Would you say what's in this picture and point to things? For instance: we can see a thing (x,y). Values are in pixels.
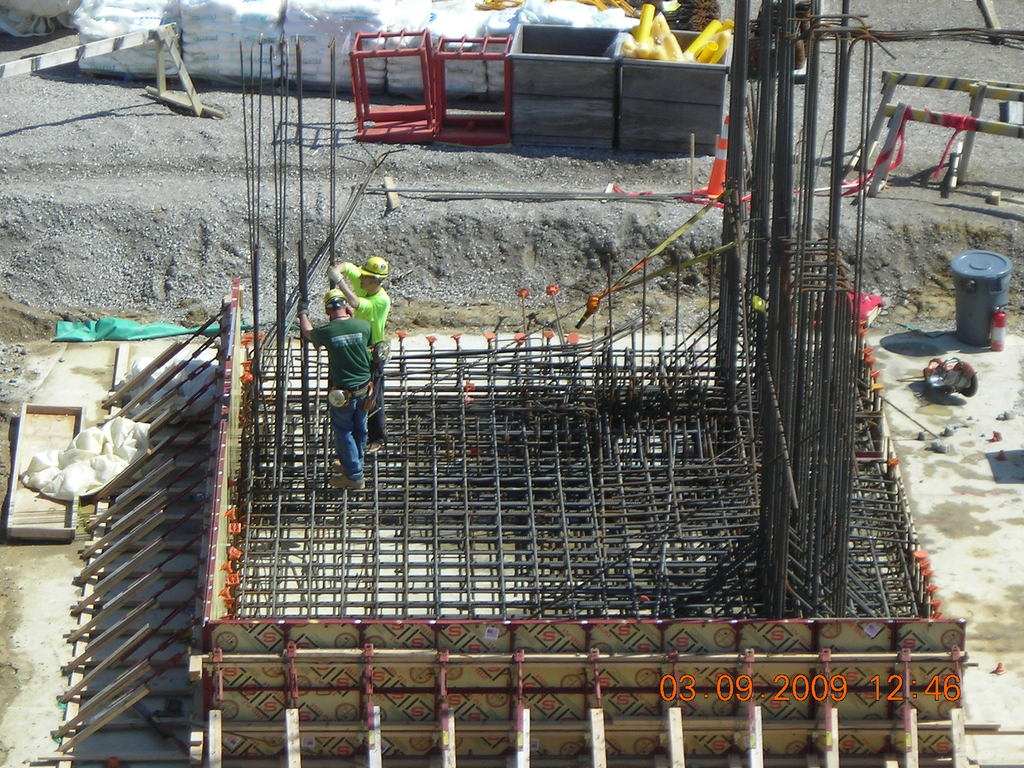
In this picture there are two persons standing and holding the rods (303,314). In the foreground (437,575) there are rods (317,448). At the back (620,57) there are objects (503,128) and bags (469,45) and there is a fire extinguisher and there is a drum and there are sheets (131,327).
